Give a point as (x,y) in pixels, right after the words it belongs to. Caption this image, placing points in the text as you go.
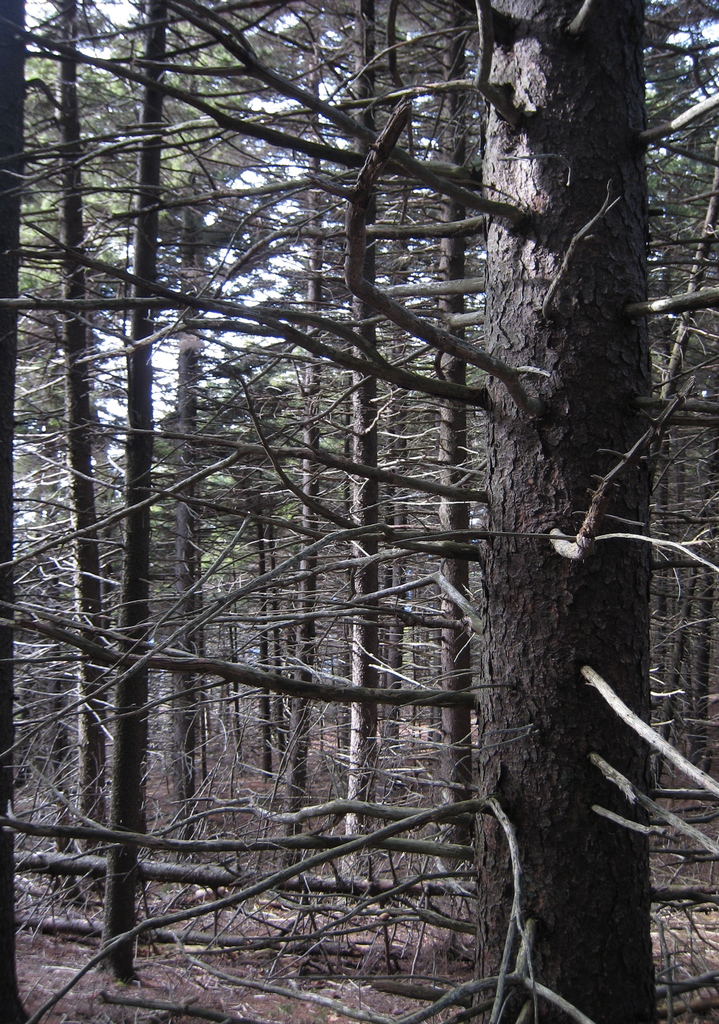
In this picture there are trees (692,473). At the top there is sky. At the bottom (320,983) there is mud (445,967).
